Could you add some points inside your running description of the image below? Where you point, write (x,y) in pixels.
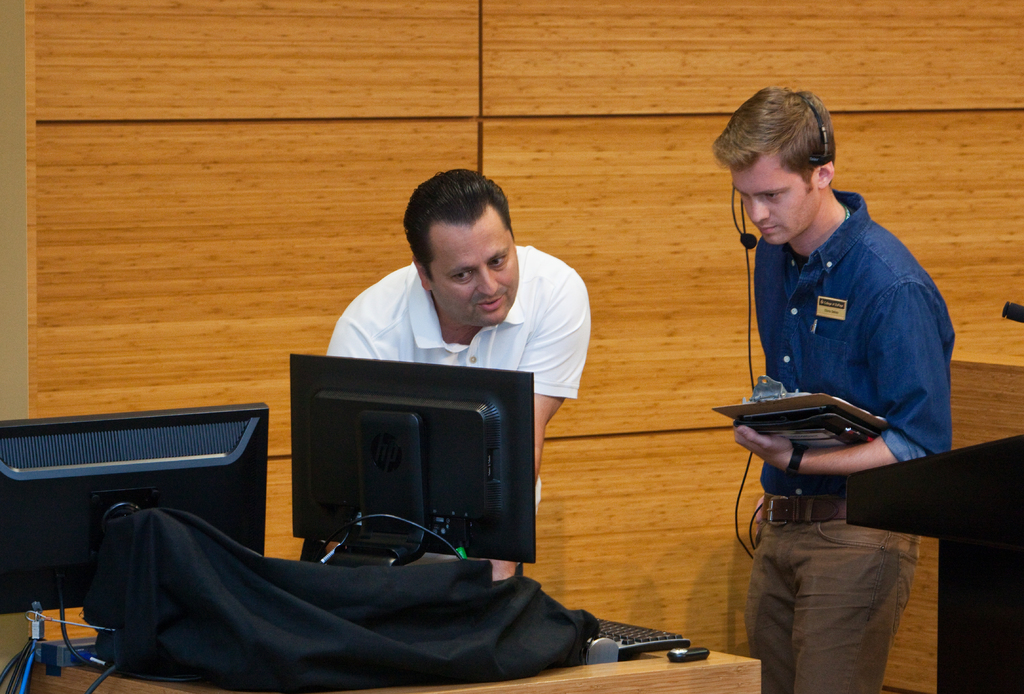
In this picture we can see two men (558,375) standing and one is looking at monitor (431,369) and other talking on mic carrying writing pad (839,406) in hands (783,462) and in front of them on table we have keyboard (605,624), bag (441,608), wires (82,661) and in the background (371,154) we can see wall (274,204).
